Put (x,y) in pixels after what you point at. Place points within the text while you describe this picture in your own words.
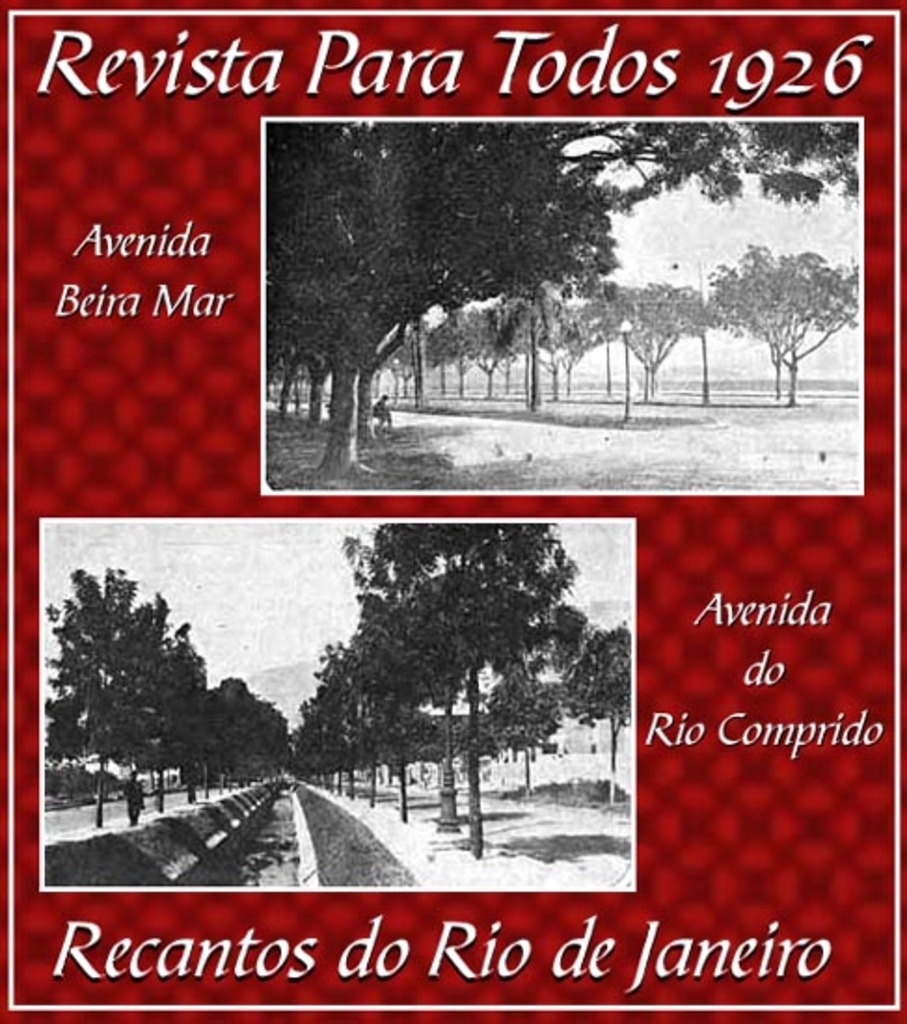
This is a collage image, and here we can see trees (389,592) and we can see a person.
